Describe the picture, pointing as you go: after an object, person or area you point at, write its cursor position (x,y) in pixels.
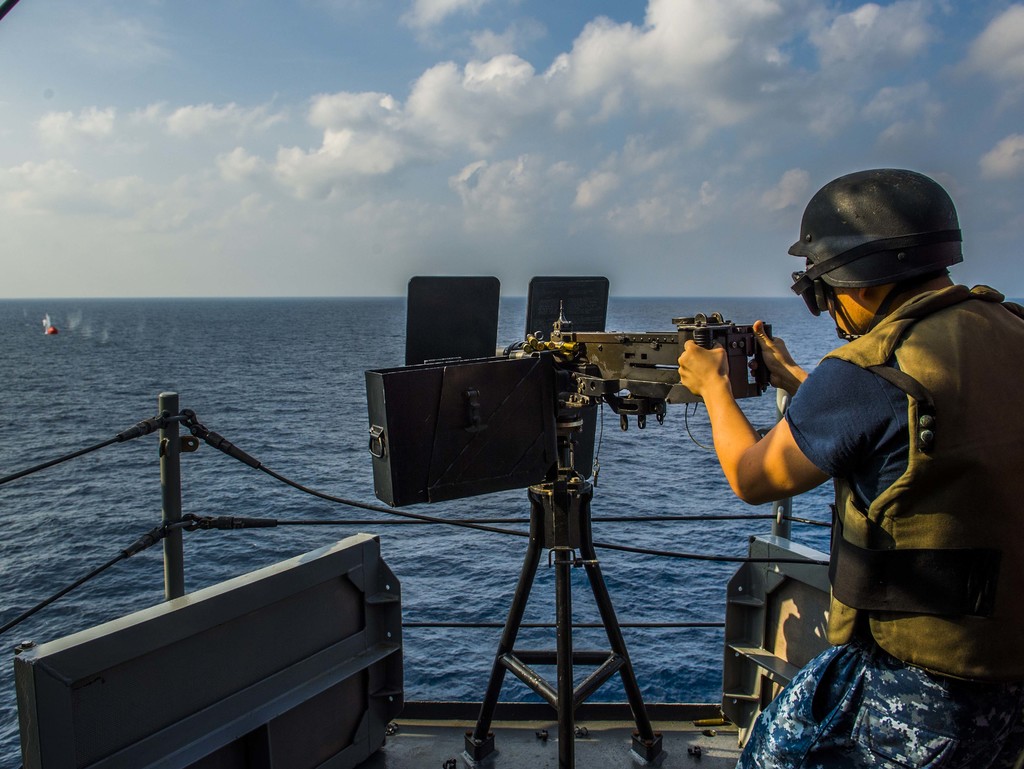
In this image we can see a person (879,643) holding a machine gun (678,382) in the ship (541,748). In the background (247,331) we can see sea (258,358), sky (226,177) and cloud (292,148).
